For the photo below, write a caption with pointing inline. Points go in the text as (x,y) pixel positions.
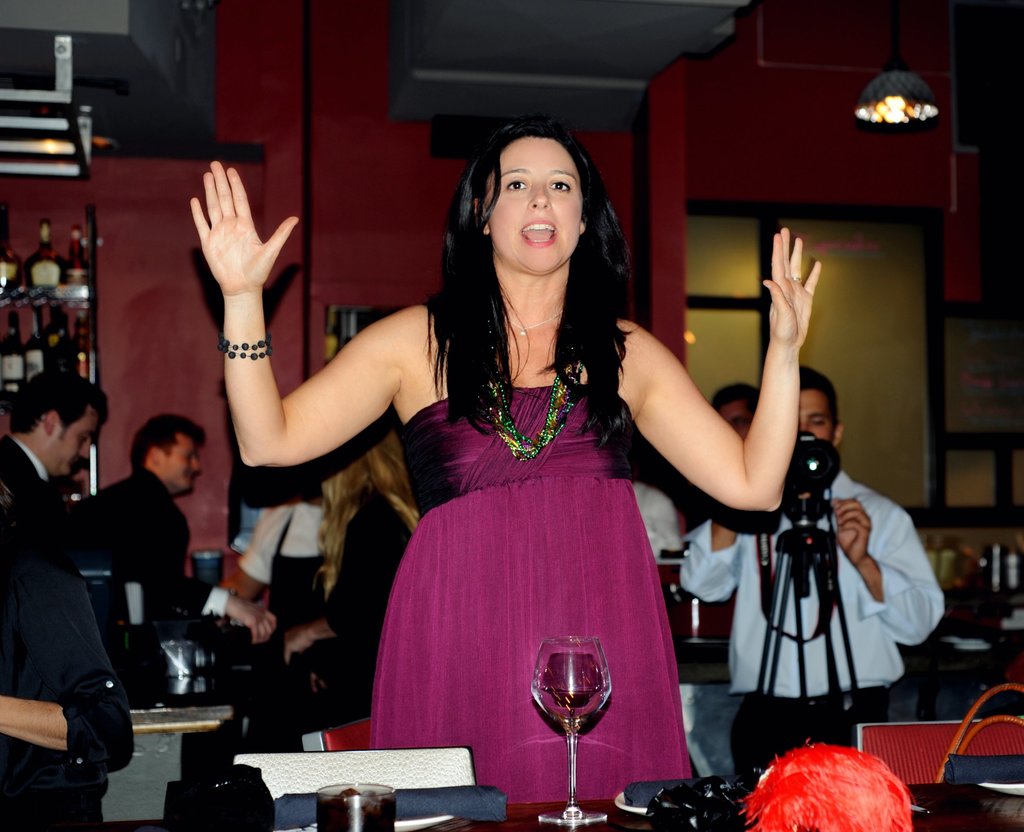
In this picture we can see some people (545,525) standing, at the bottom (580,829) there is a table (653,826), we can see two glasses (567,718) of drinks (365,807) present on the table (617,818), there are chairs (870,740) in front of the table (639,823), a man (814,594) on the right side (817,636) is holding a camera (806,459), we can see a tripod (801,604) in front of him, on the left side (66,305) there is a rack (73,294), we can see some bottles (54,330) present on the rack (35,301), in the background (24,264) there is a wall (442,173), we can see a light (908,103) at the right top of the picture (907,105).
